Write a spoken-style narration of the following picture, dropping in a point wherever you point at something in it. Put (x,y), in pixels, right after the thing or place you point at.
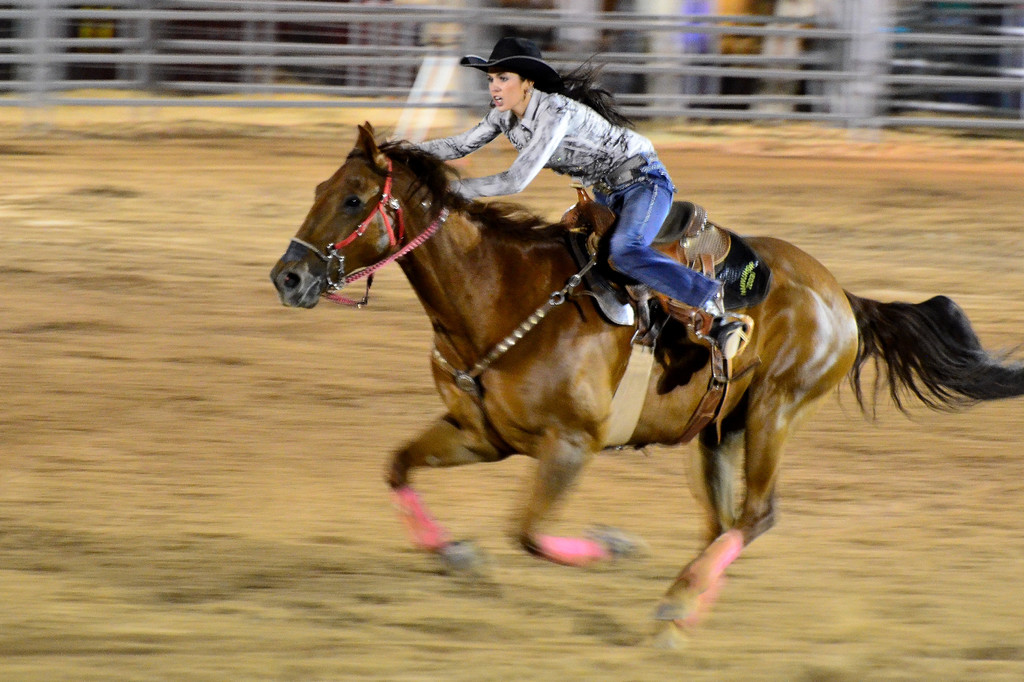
In the image we can see there is a woman (534,162) sitting on the horse (518,268) and she is wearing a black colour cap (523,70).
